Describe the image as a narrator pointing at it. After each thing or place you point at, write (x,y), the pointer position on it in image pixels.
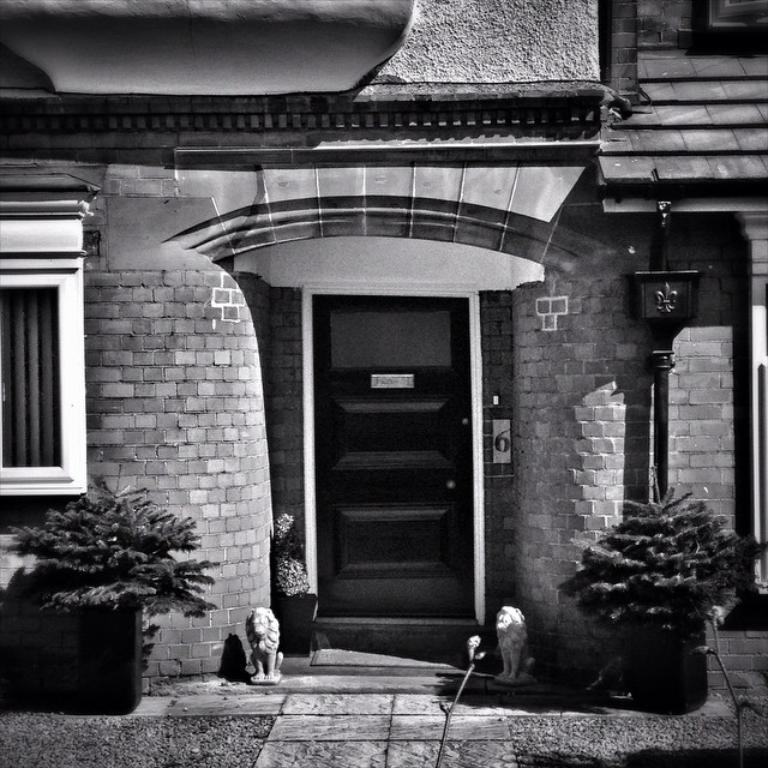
This is a black and white image. I can see a house (440,445) with a door (400,431) and window (80,394). In front of the house (534,357), there are sculptures (276,652), plants (106,546) in flower pots (282,643) and a pathway (345,754).
